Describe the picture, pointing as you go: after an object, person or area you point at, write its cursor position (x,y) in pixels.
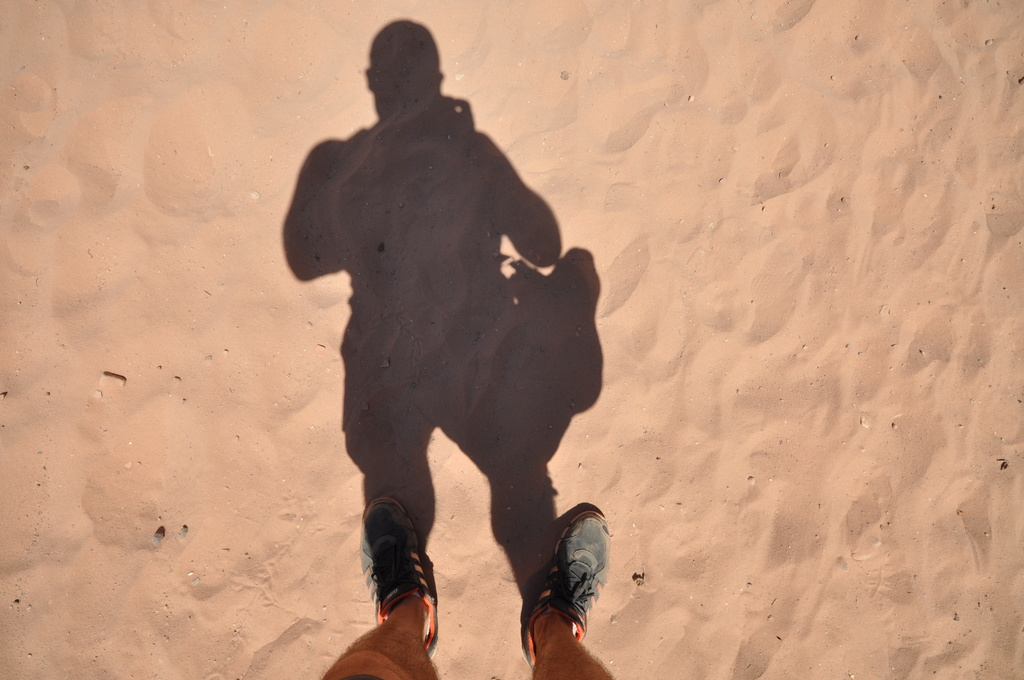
This image consists of a man (380,641) standing on the ground (461,611). At the bottom (558,460), there is sand (434,372). In the middle (400,297), there is a shadow (416,347) of the man (368,668) on the ground (448,327).
